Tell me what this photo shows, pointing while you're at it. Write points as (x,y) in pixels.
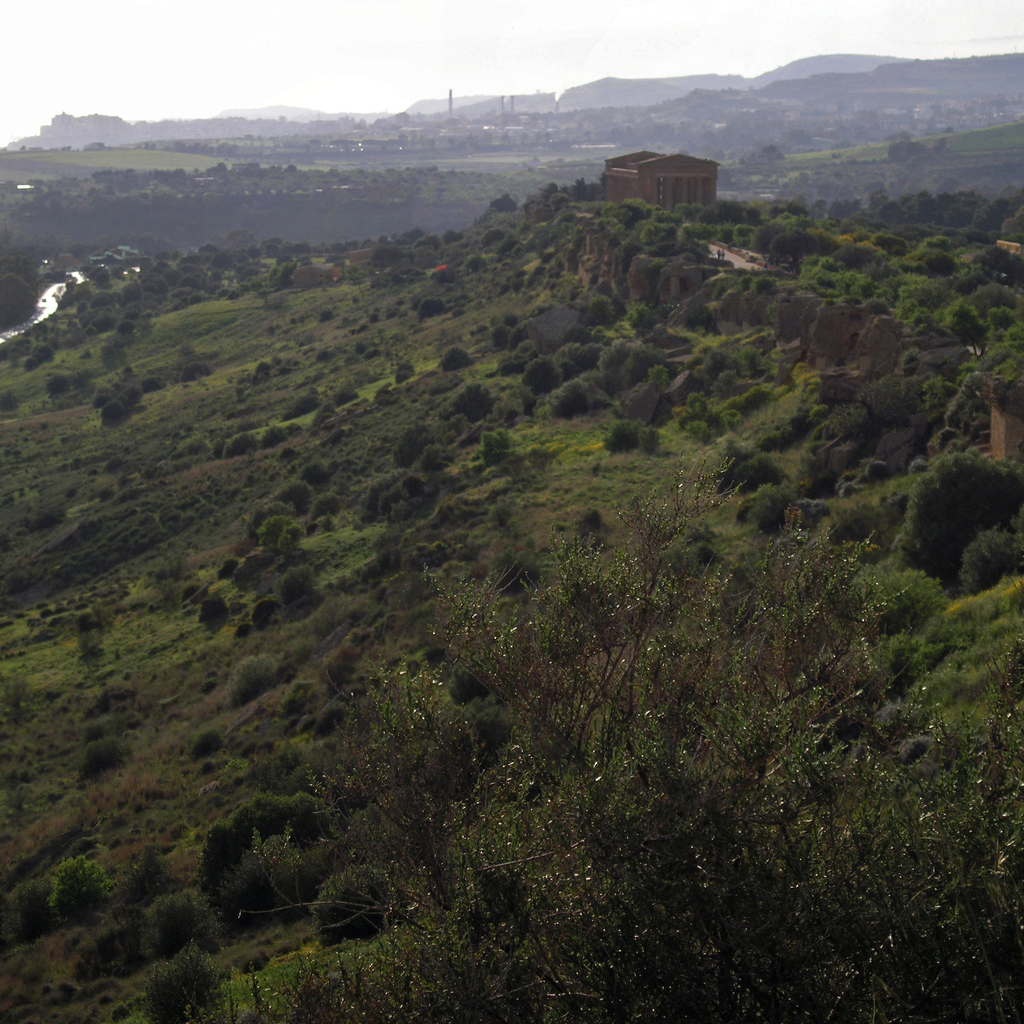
In this picture there is a building (665,155) on the mountain (786,313). In the background (636,110) we can see buildings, towers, trees (525,143) and mountains (908,101). At the bottom (307,829) we can see plants (152,940) and grass (232,975). On the left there is a water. At the top (383,41) there is a sky (335,49).
